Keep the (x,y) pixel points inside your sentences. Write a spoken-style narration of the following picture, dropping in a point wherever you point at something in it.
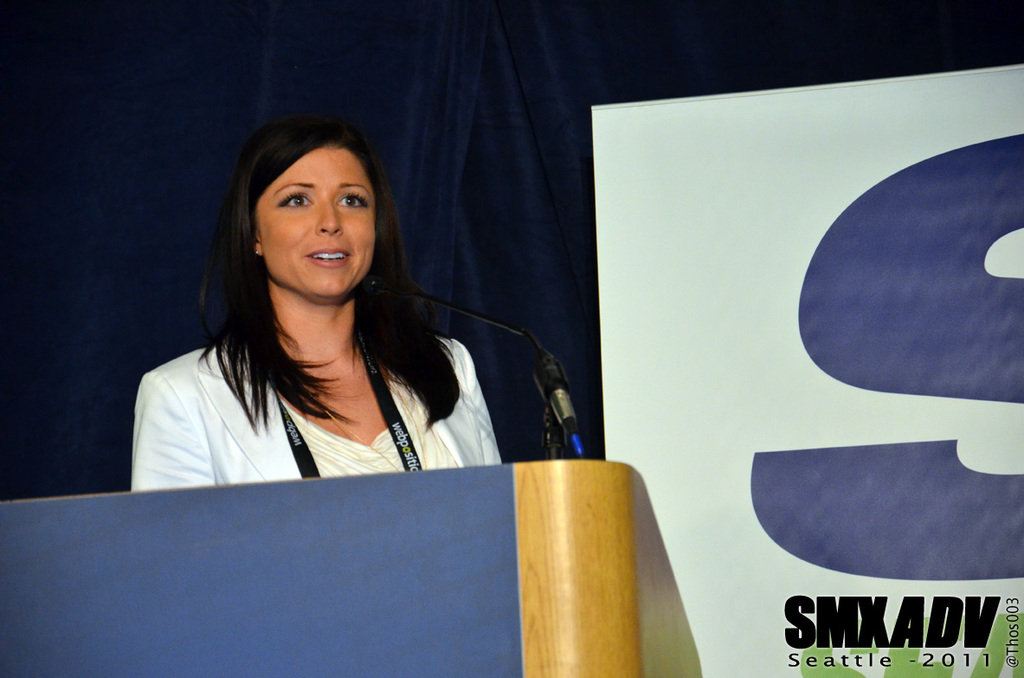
In this image we can see a lady (223,374) wearing a tag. In front of her there is a stand (357,531) with a mic (547,447). In the back (418,65) there is a curtain (472,65). And there is a board (789,217) with something written.
